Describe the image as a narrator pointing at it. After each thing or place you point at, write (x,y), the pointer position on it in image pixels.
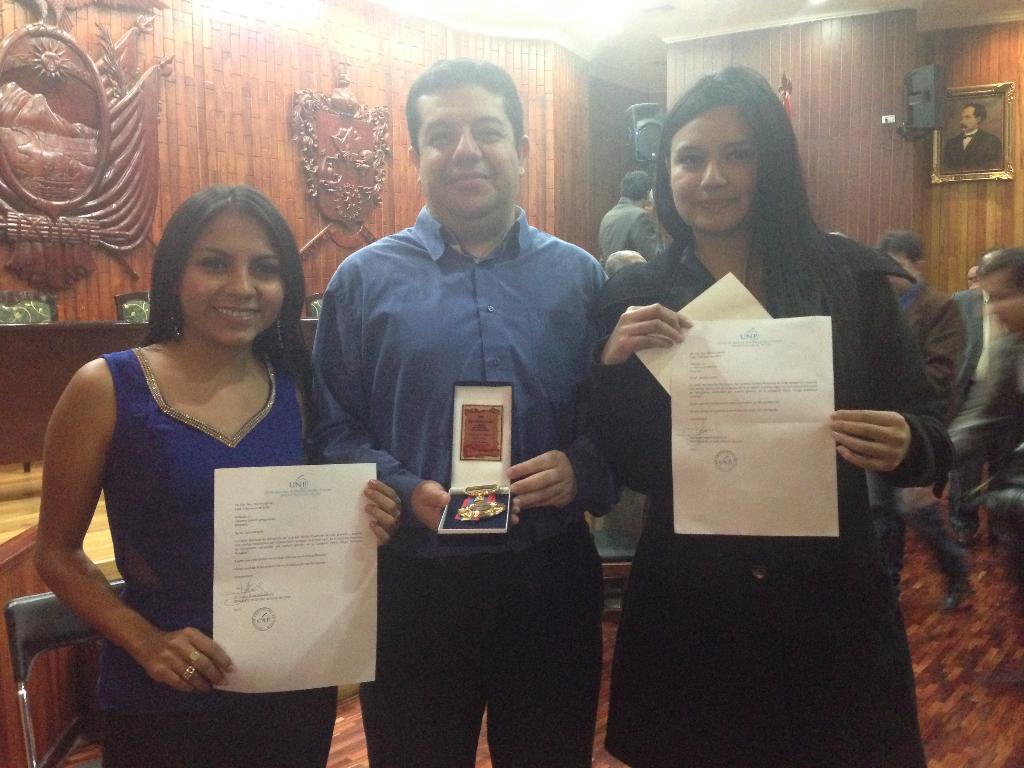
In the image there are two ladies (758,261) and one man (536,383) is standing and holding papers (814,367) and a box (471,472) in their hands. Behind them on the right side (933,294) there are few people (994,398) standing. And in the background (30,199) there is a wall (239,130) with sculptures (349,126), speakers (645,127) and also there is a frame (945,127).
